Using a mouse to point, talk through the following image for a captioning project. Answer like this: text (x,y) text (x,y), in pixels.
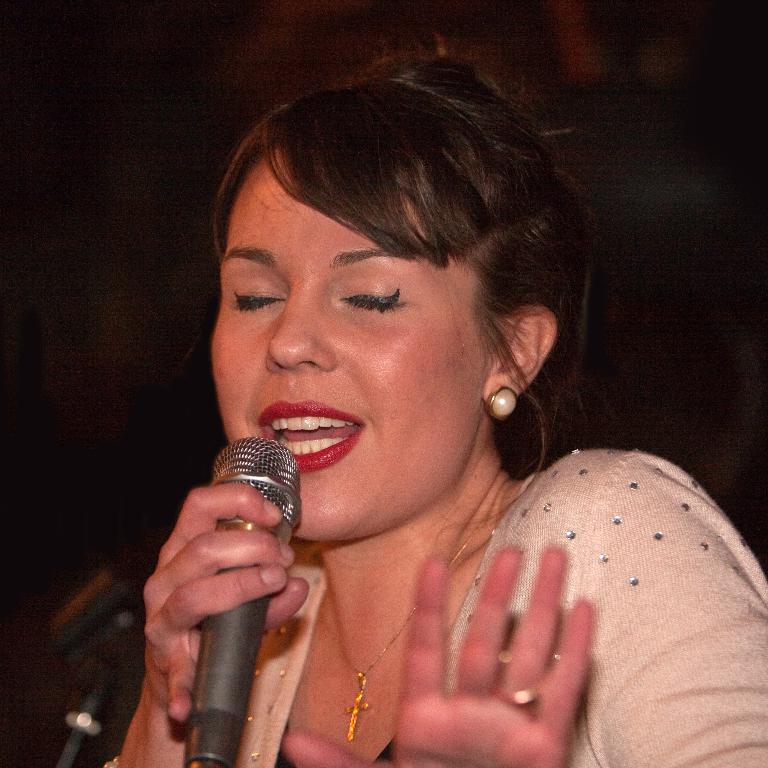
In the image we can see a woman (638,578) wearing clothes (689,685), finger ring (519,698), neck chain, ear studs (495,398) and she is holding a microphone (235,666) in her hand (175,631), and she is singing. The background (766,301) is dark.
